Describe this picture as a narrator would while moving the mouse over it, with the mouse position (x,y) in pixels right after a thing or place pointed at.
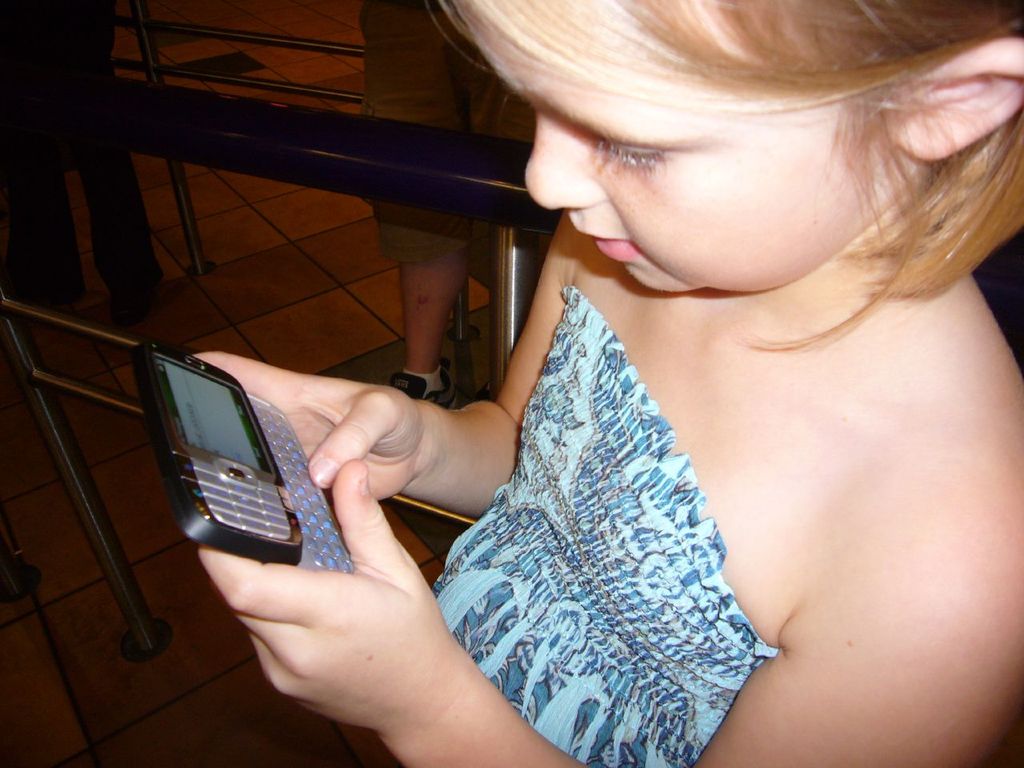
In this image I can see a girl (223,587) is holding a cellphone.
